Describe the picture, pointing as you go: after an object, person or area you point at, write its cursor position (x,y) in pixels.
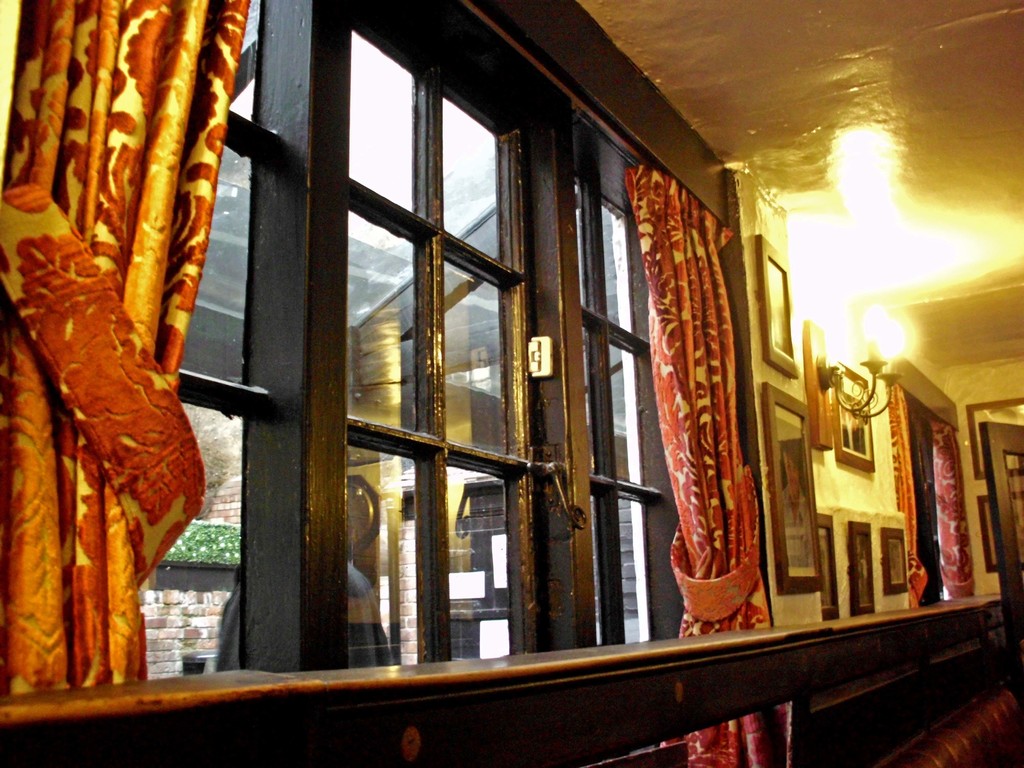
In this image we can see wooden railing (845,692), walls (185,612), windows (642,495), curtains (674,495), wall hangings (773,313) attached to the wall (870,481), electric lights (873,399) and roof (763,155).
